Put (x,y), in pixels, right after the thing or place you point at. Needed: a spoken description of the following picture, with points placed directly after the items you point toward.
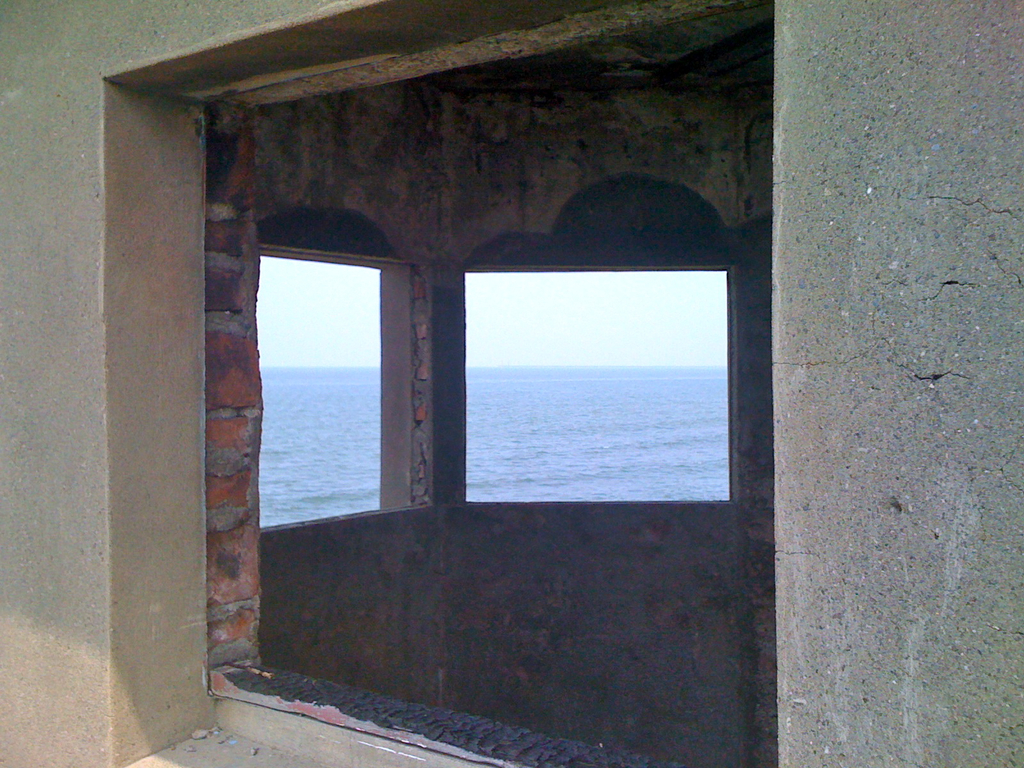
In this image we can see building (455,473), water (488,435) and sky (373,303).
